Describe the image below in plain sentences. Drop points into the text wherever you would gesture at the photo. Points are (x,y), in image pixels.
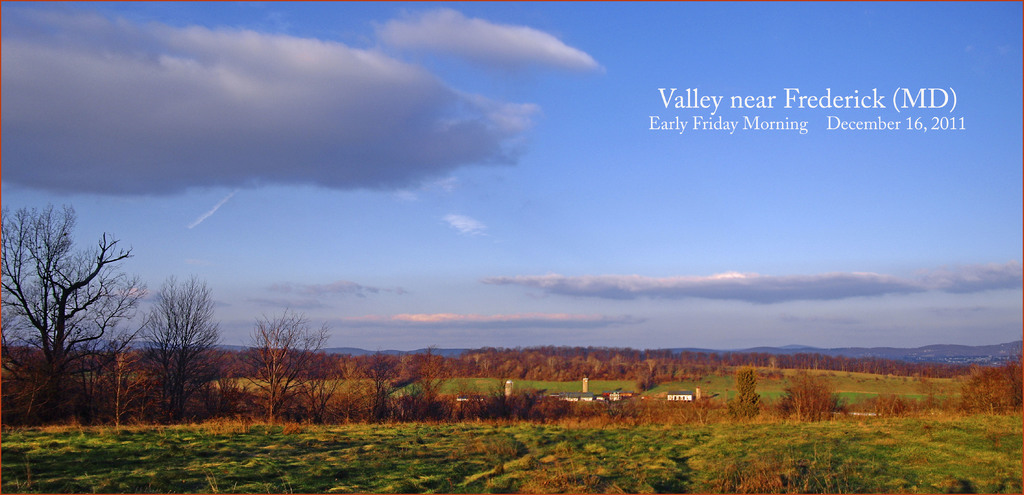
In this image we can see a group of trees (827,393), plants (739,407), grass (732,440), some buildings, the hills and the sky (619,264) which looks cloudy. We can also see some text (937,117) on this image.
